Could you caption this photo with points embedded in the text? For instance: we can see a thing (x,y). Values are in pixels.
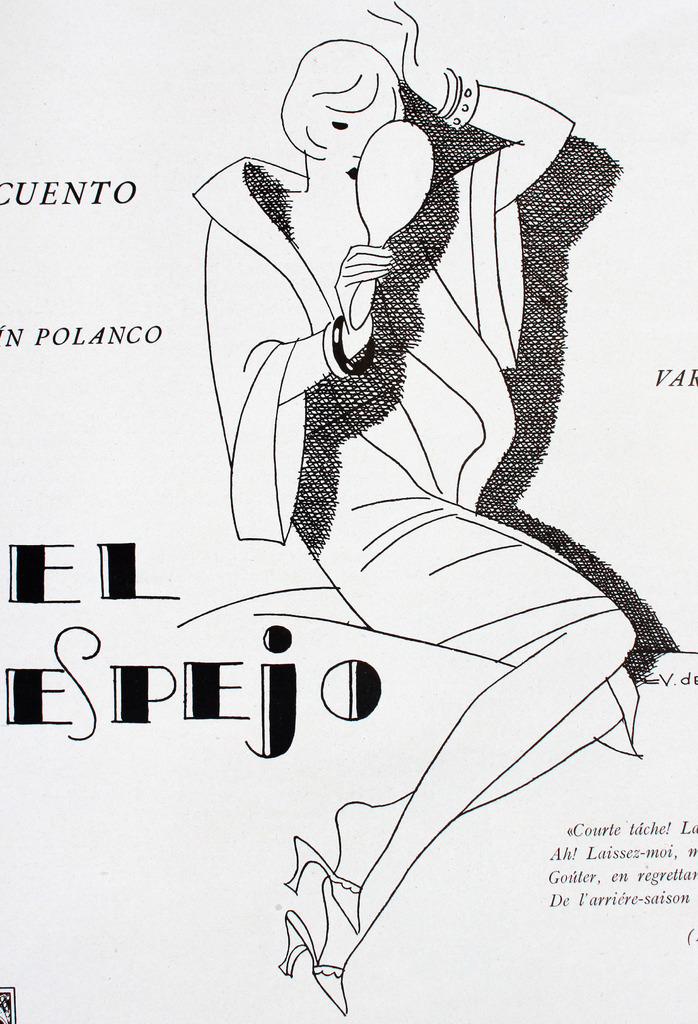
As we can see in the image there is a paper (97,544). On paper (198,350) there is a picture (481,264) of woman (436,399) holding mirror (392,158).
